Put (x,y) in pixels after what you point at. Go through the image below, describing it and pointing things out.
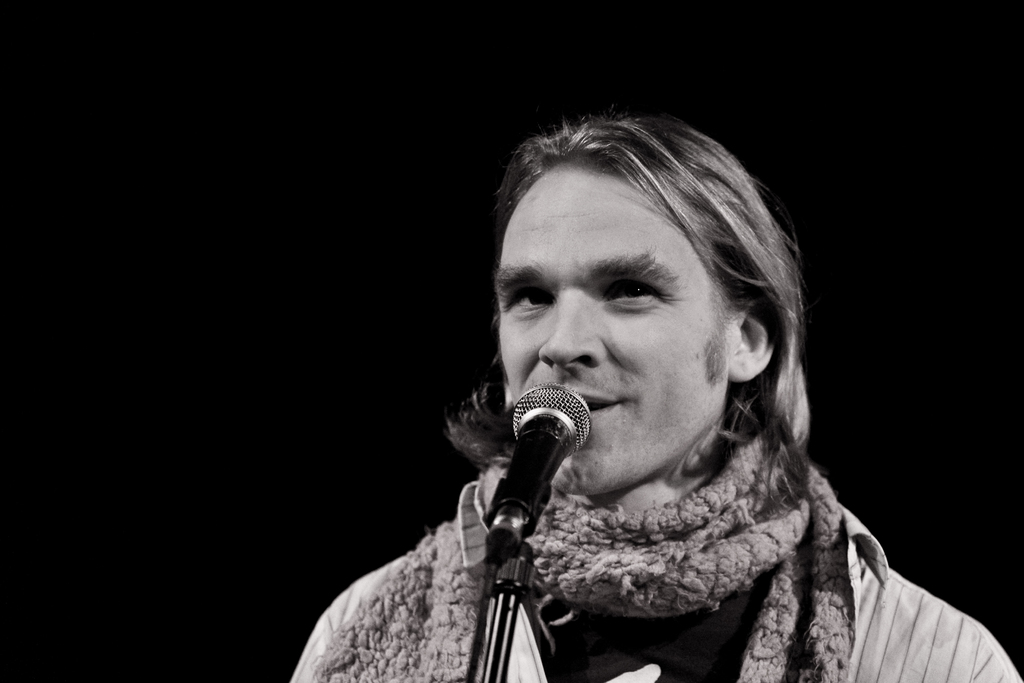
In the center of this picture (592,331) we can see a person (739,439) wearing a scarf (712,542) and seems to be singing, we can see a microphone (536,494) is attached to the metal stand (496,625). The background of the image (829,115) is very dark.
